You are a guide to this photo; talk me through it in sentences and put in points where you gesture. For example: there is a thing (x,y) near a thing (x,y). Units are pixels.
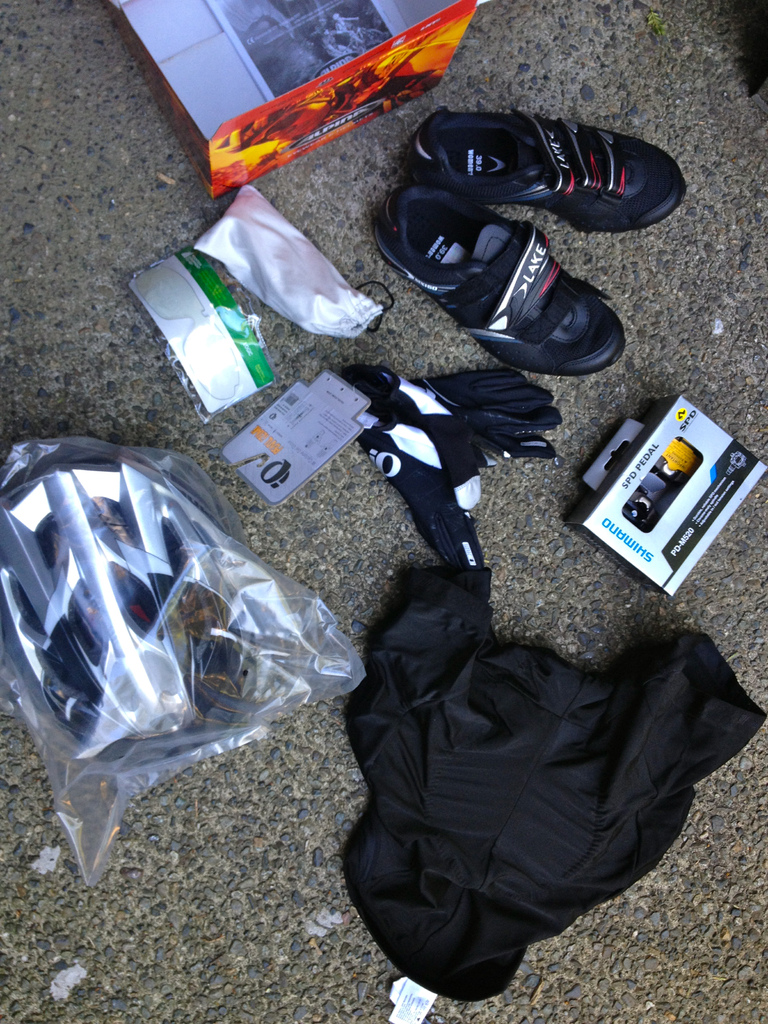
In this picture we can see a pair of shoes (475,217), gloves (457,426), box (274,19), helmet (187,586), a cloth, a tag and some objects (195,382) on the path (230,824).
